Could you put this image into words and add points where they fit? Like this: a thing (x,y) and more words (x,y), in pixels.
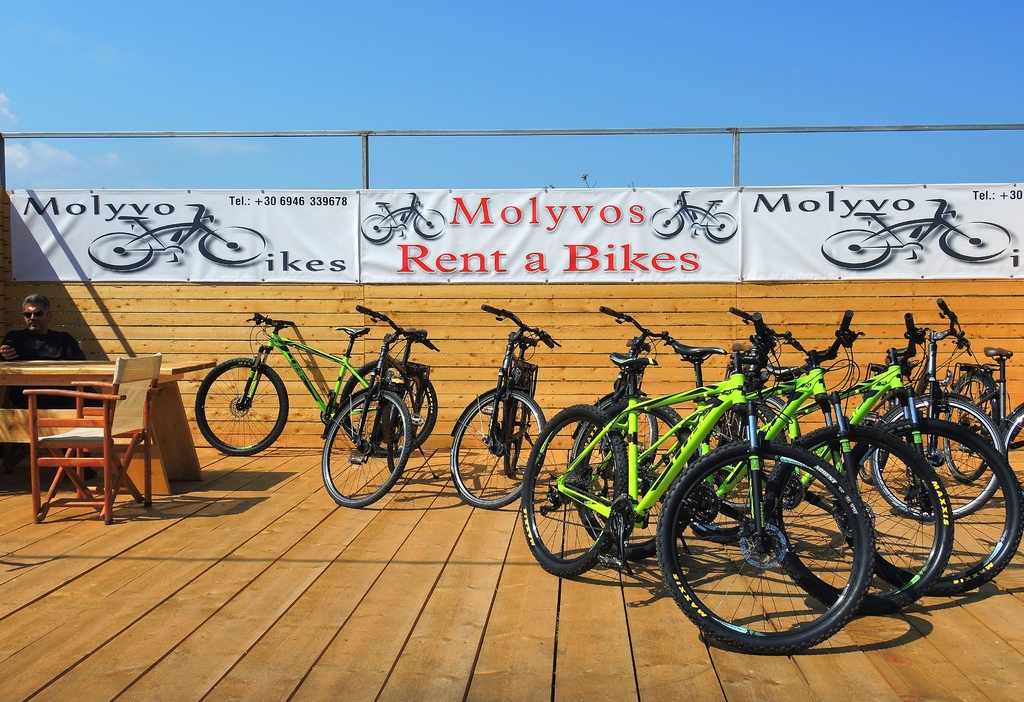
In this image we can see many bicycles (579,457). There are few advertising banners (504,242) in the image. There is a person (31,350) at the left side of the image (57,358). There is a table (163,434) and a chair (113,447) at the left side of the image (54,362). We can see the sky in the image.
